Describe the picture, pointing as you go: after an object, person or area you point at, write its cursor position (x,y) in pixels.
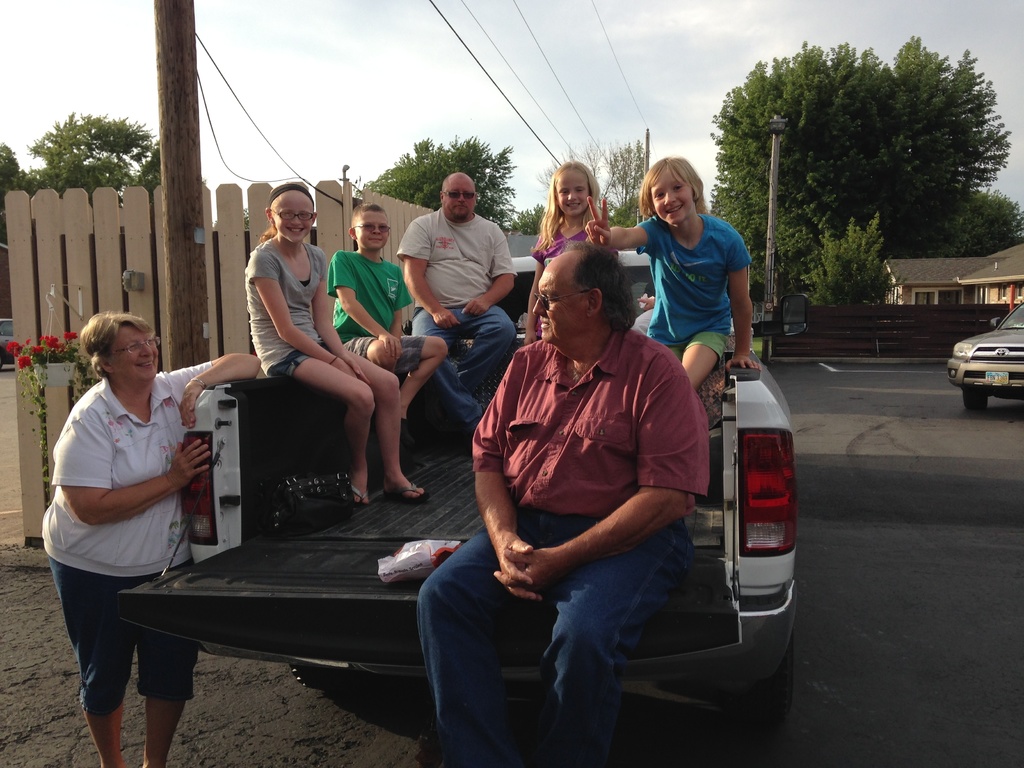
In this image we can see a group of people (482,445) sitting in a vehicle (317,679) which is placed on the road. We can also see a woman (174,530) standing beside them, a plant (24,354) with some flowers (55,348), a fence (71,387), a wooden pole (187,336), wires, some poles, a group of trees (831,188), some houses (950,267) with roof (912,269) and windows (940,297), a car (968,365) on the road (969,448) and the sky (632,83) which looks cloudy.
